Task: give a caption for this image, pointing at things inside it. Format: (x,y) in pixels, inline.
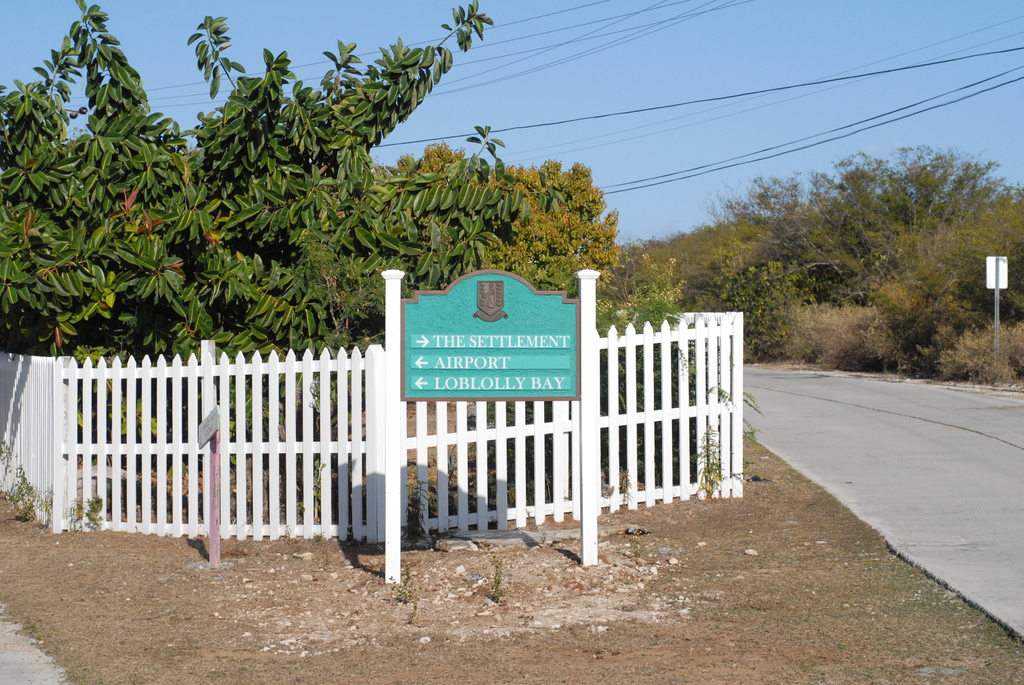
In this picture I can see boards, fence (511,434), trees (1001,293), cables (936,108), there is road (984,529), and in the background (537,70) there is sky (770,94).
